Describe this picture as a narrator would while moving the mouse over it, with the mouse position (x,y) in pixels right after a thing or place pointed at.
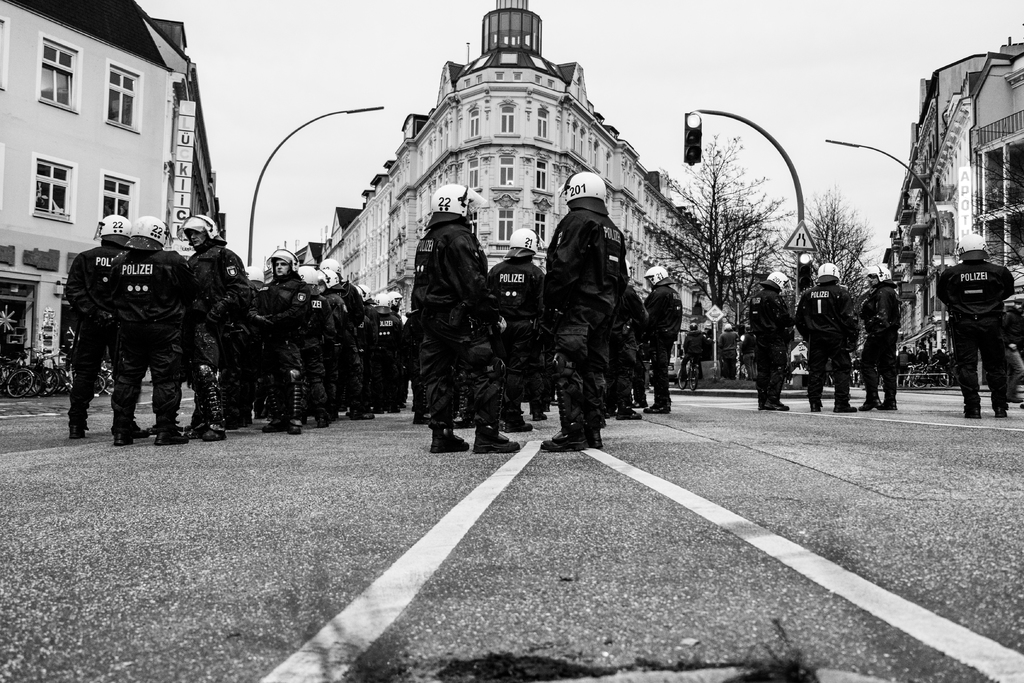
In this picture there are people (631,353) standing on the road (358,497) and wore helmets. We can see traffic signal (804,276), lights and board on poles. In the background of the image (919,376) we can see buildings (937,187), trees (740,200), people (711,355), bicycles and sky (344,142).
